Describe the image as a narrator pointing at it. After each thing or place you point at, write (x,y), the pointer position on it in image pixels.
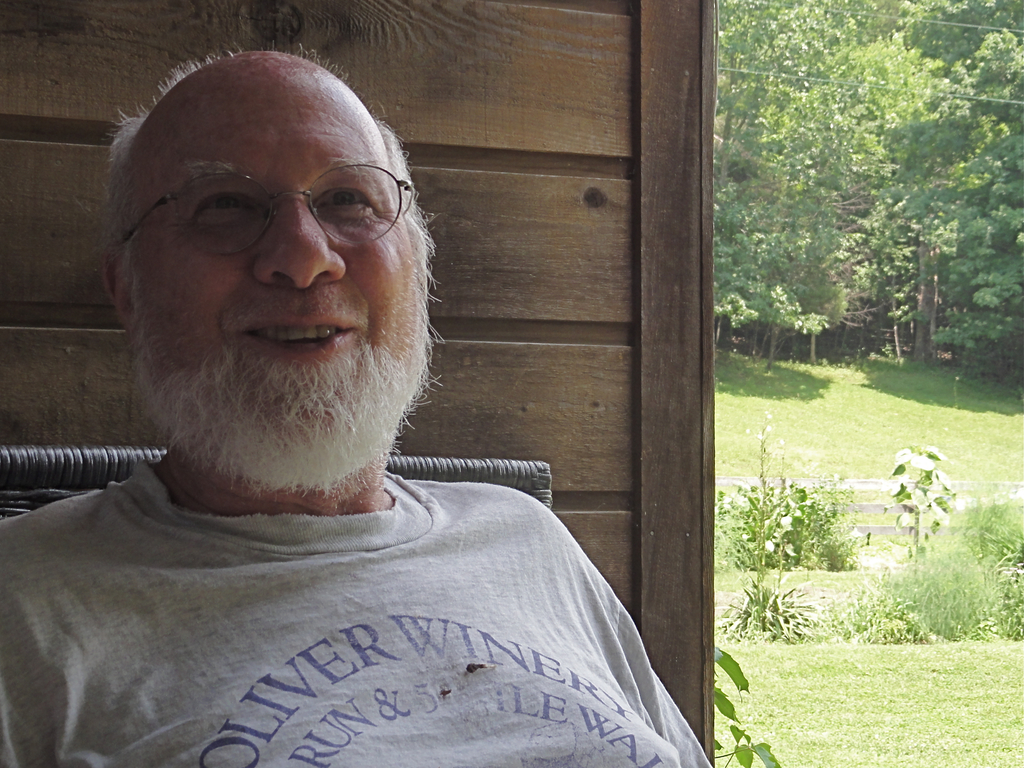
In this picture we can see a man (173,151) wore spectacles (333,207) and smiling. At the back of him we can see an object (3,450) and the wall (583,128). In the background (807,649) we can see the grass (810,734), plants (866,638), fence (968,487) and trees (870,107).
